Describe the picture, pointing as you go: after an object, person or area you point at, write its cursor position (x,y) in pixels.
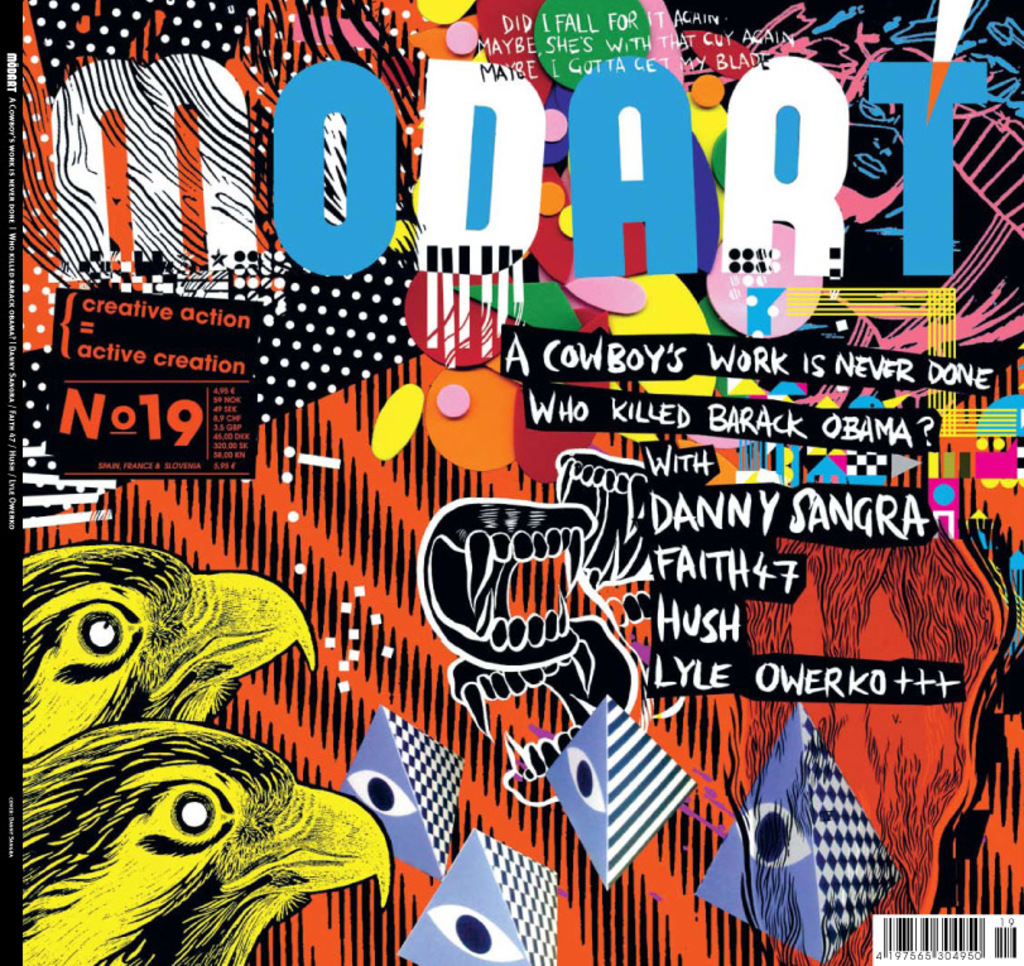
This might be a poster in this image there is some text (812,497), and there is an animation of birds (325,798) and jaws (565,668) and some pyramids (837,848).
